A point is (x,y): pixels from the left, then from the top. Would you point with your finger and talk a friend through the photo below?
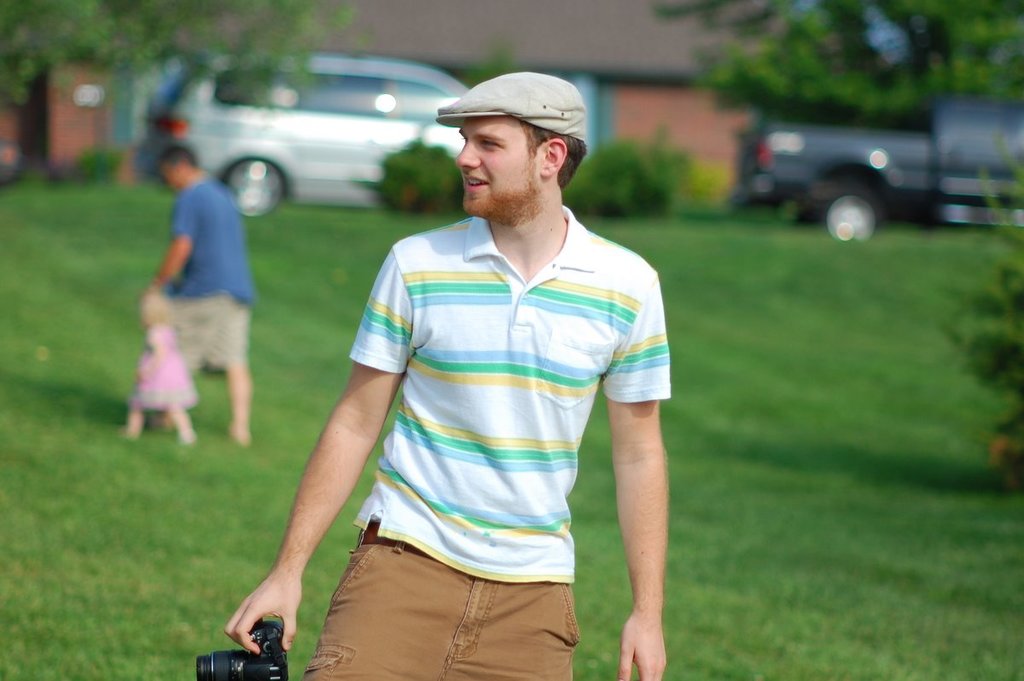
In this image I can see an open grass ground (308,297) and on it I can see two persons (195,337) and a girl (156,297). In the front (477,335) I can see one person (293,603) is holding a black colour camera (265,627) and I can see he is wearing a cap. In the background (941,78) I can see number of plants (673,163), trees (911,60), two vehicles (393,114) and a building (560,49). I can also see this image is little bit blurry in the background (250,239).
